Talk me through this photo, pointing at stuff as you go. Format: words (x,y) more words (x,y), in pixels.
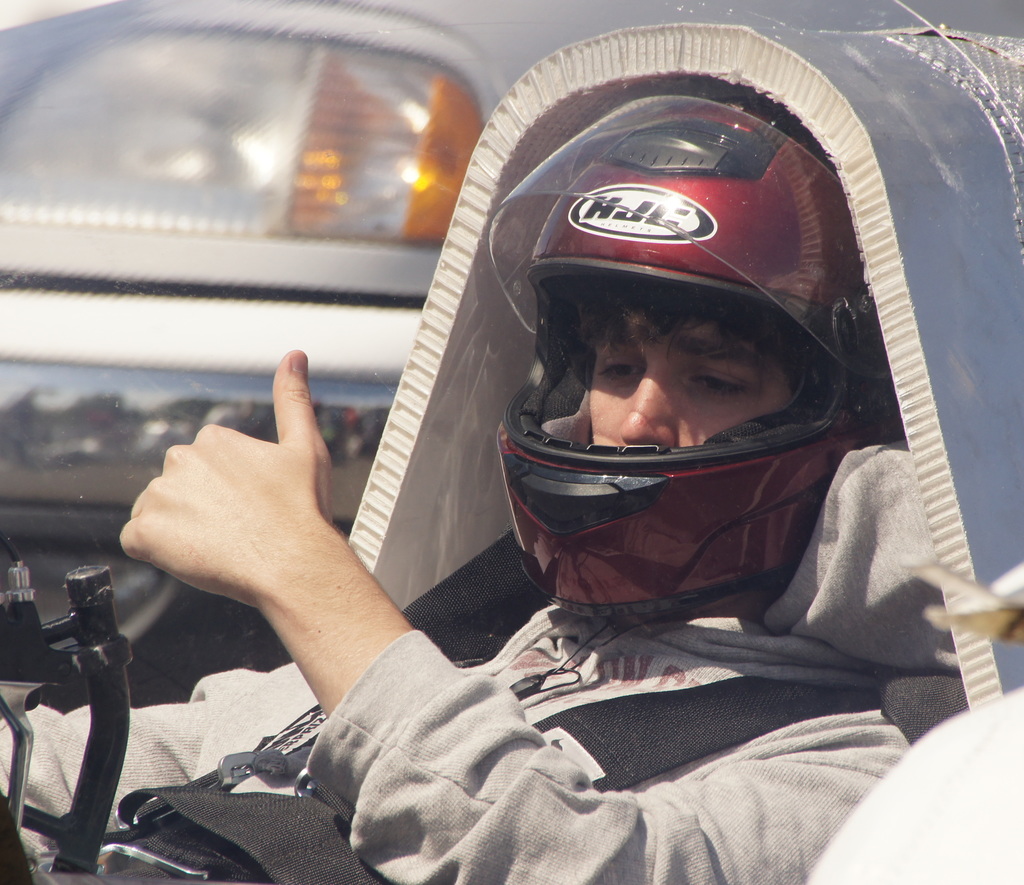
In this image we can see a person (888,557), helmet (589,470) and other objects (411,407). In the background of the image (436,204) there is a vehicle (232,185) and other objects (801,33). On the right side of the image (918,764) there is an object (943,783).
